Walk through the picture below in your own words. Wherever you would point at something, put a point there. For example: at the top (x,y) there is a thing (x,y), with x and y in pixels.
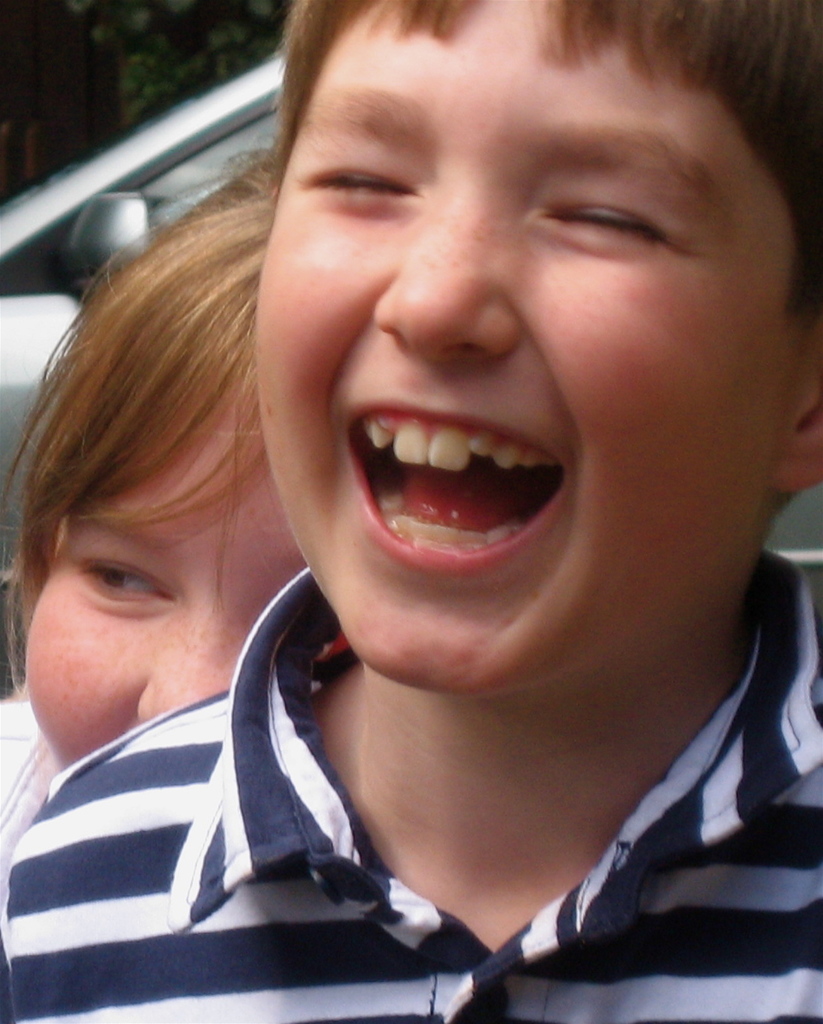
In this image in the foreground (354,811) there is one boy (456,663) who is smiling, and in the background (114,588) there is another boy (160,472) and some object (73,201).
